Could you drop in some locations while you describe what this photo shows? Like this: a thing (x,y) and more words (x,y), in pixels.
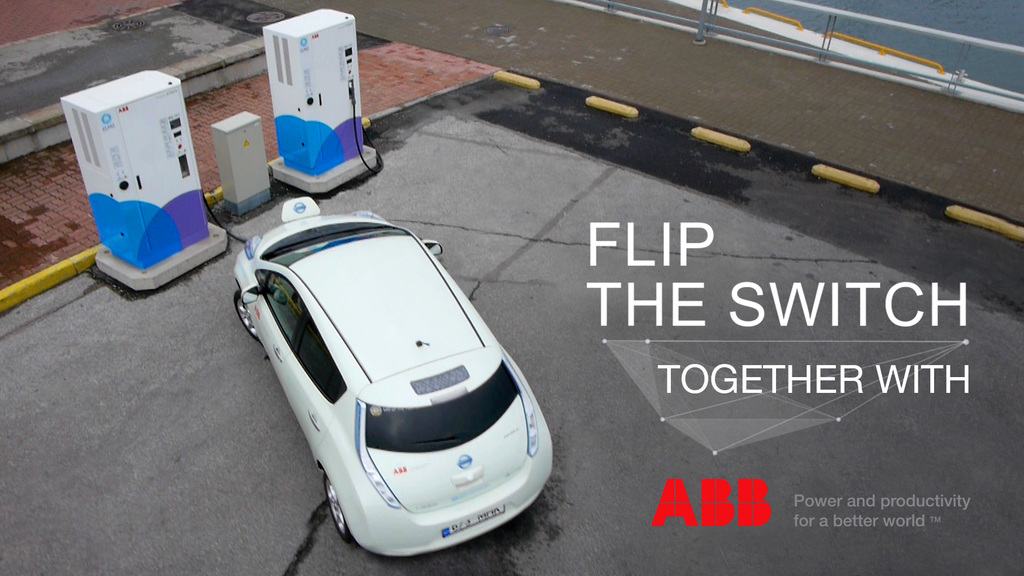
In this image we can see a car (318,344), there are two fuel machines (335,101), also we can see the wall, and the text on the image.
